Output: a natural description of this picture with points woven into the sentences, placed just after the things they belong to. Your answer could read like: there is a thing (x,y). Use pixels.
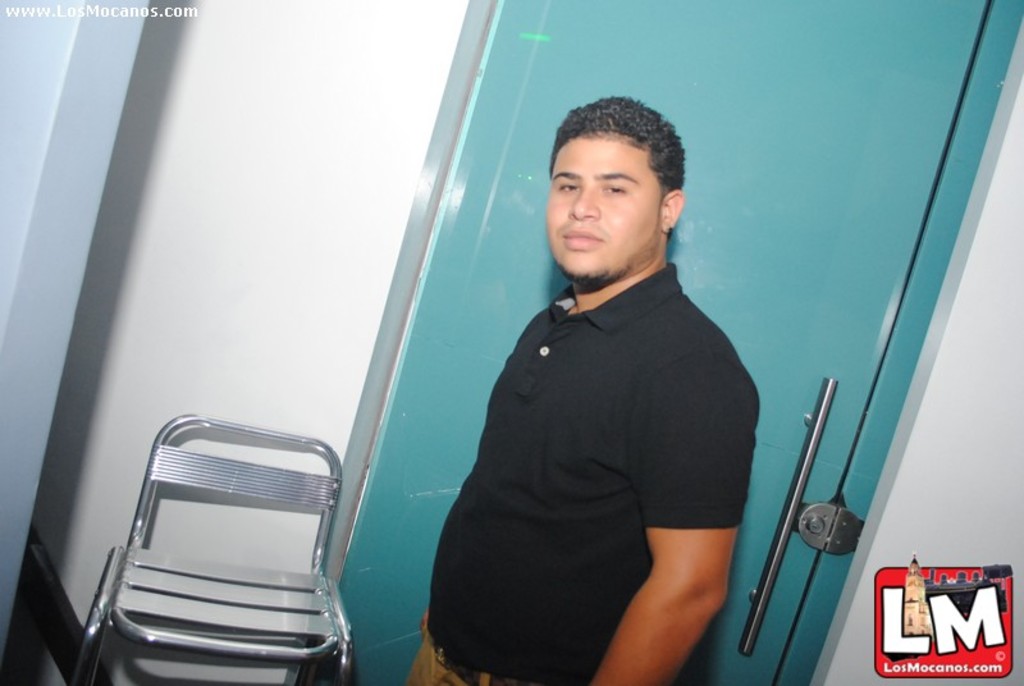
This image consists of a person (623,471) wearing black T-Shirt (665,470). In the background (738,105), there is a door (866,163) in blue color. Beside him, there is a chair (137,596) made up of metal (175,471). To the left (148,221), there is a wall (174,327) along with the pillar (38,296).
